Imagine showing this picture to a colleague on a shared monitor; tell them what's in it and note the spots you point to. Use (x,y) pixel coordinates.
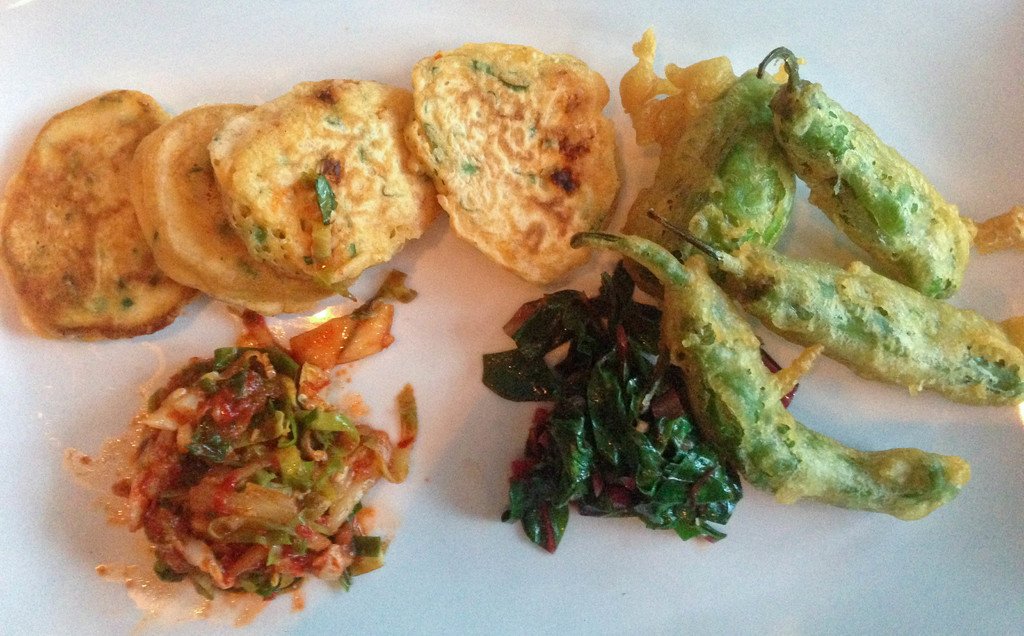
In this image in the center (628,263) there are some food items (574,249), it looks like a plate (349,404).
